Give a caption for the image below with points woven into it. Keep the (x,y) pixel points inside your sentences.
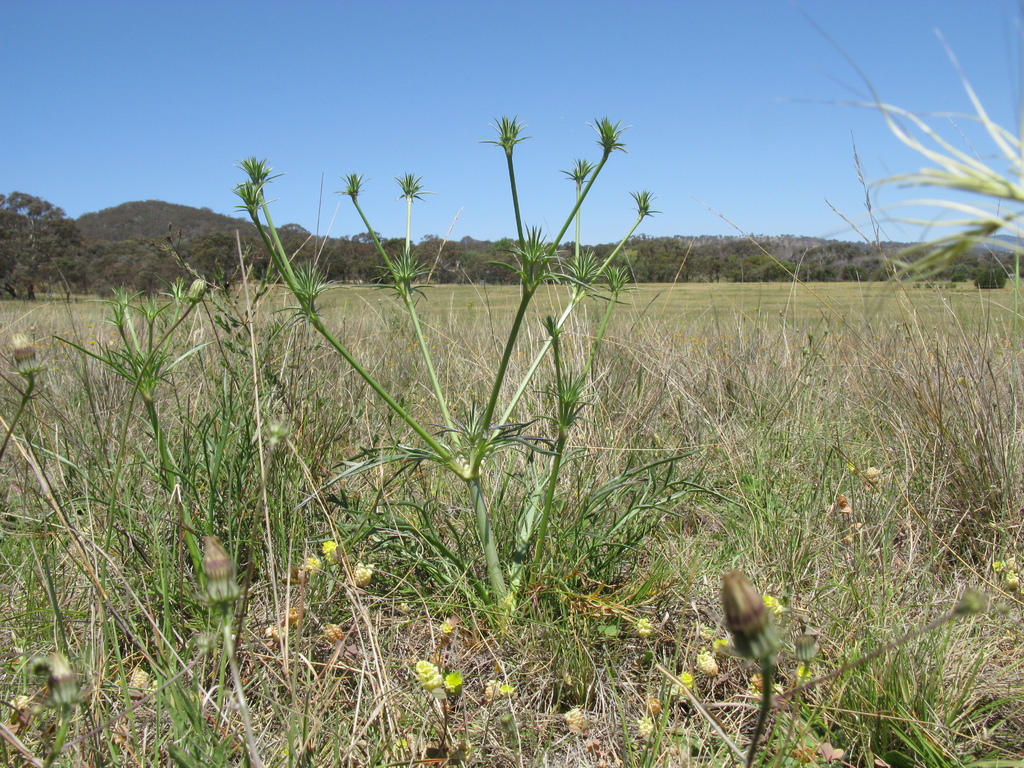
In the front of the image (947,438) there are plants (4,442) and grass (473,350). In the background of the image (39,241) there are trees (713,249) and sky (467,72).
